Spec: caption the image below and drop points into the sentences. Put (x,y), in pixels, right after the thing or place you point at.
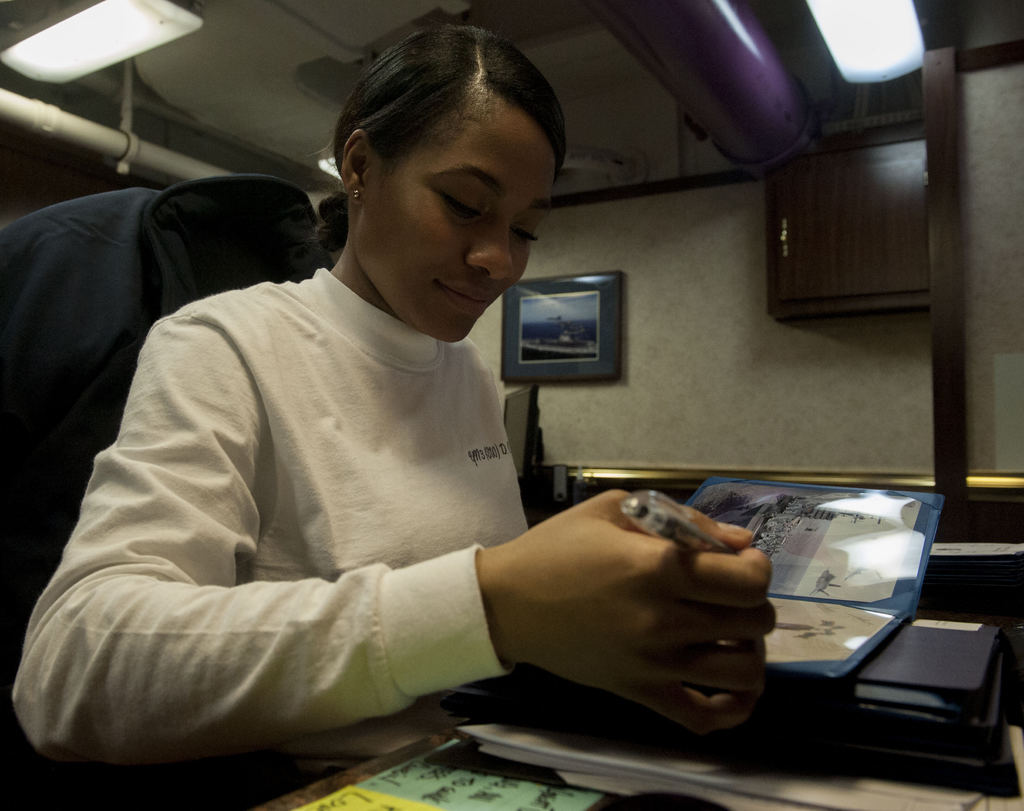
In this image we can see a woman (473,451) wearing a white t shirt (373,489) is sitting in front of a table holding a pen (694,540) in her hand (601,629). On the table (765,722) we can see a file (896,581). In the background (566,315), we can see a photo frame (566,335) on the wall (753,441), cupboard (831,234), group of poles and lights (124,44).
